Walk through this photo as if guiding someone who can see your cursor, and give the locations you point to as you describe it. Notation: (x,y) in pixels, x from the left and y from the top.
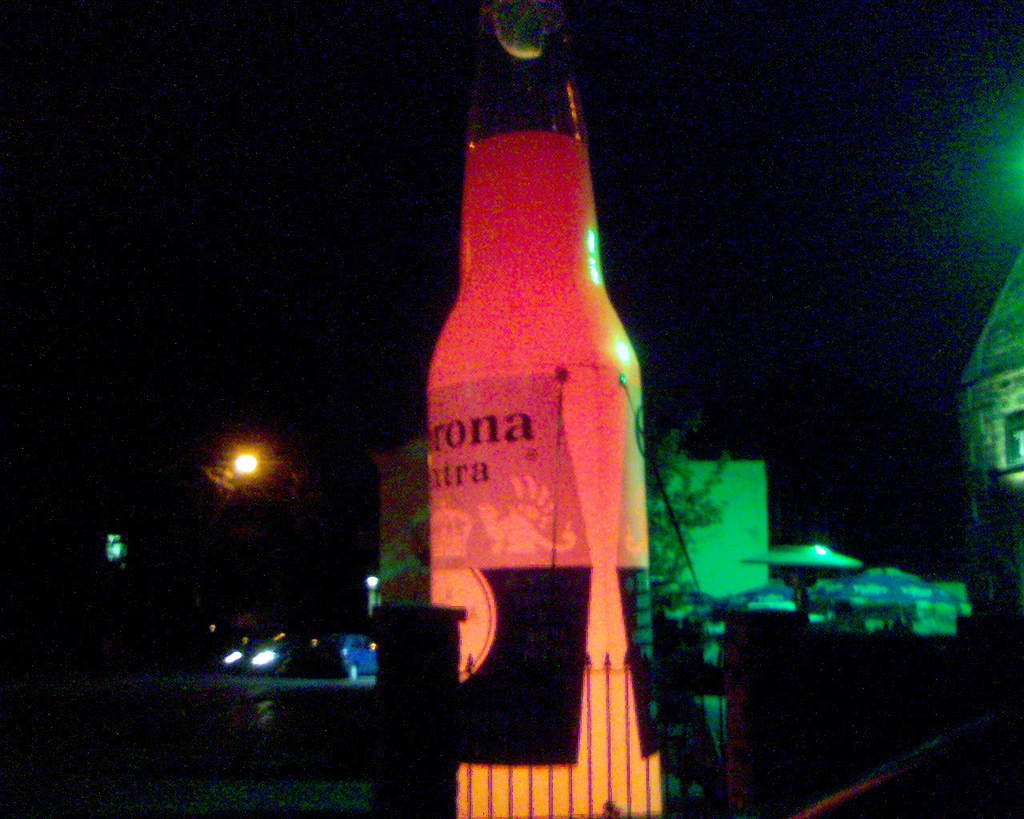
In this image there is a big bottle (523,500). There is a label (517,484) on it. There is a street light (242,468), vehicles (250,638), building (380,532) and plants (710,497). The background (175,71) is dark.
